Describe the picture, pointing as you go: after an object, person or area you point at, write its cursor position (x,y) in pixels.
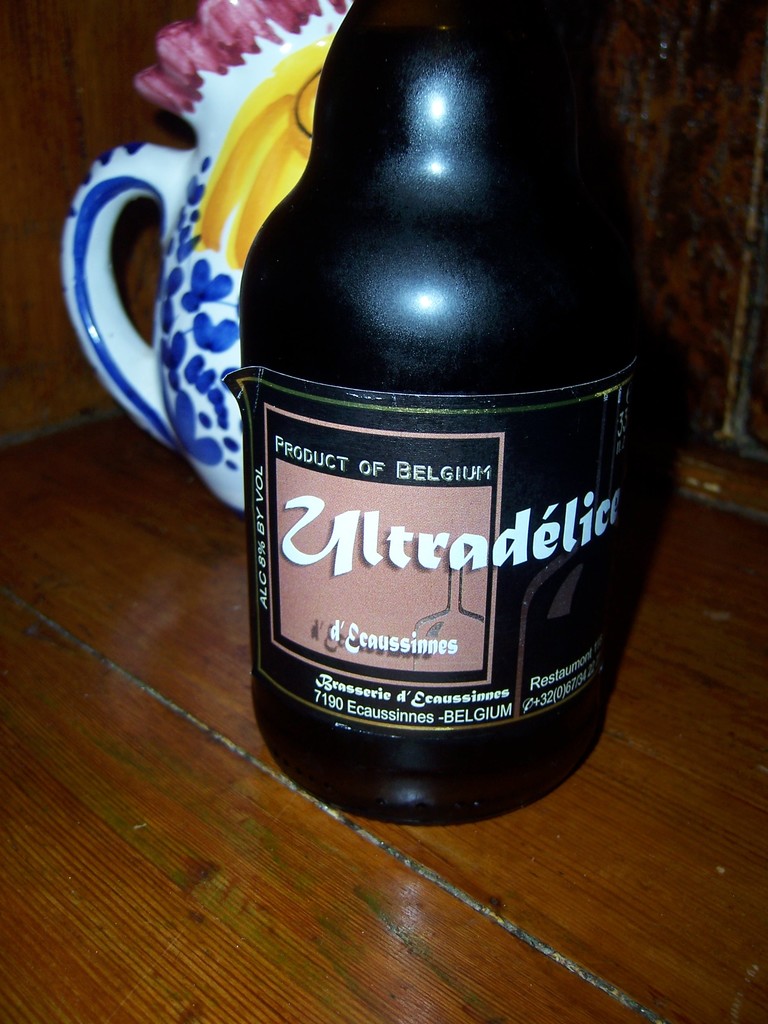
In this image I can see the brown colored wooden surface (166,816) and on it I can see a black colored bottle (411,407) to which I can see the sticker (399,499) is attached and a teapot (238,188) which is white, blue, pink and yellow in color. I can see the brown colored background (767,413).
